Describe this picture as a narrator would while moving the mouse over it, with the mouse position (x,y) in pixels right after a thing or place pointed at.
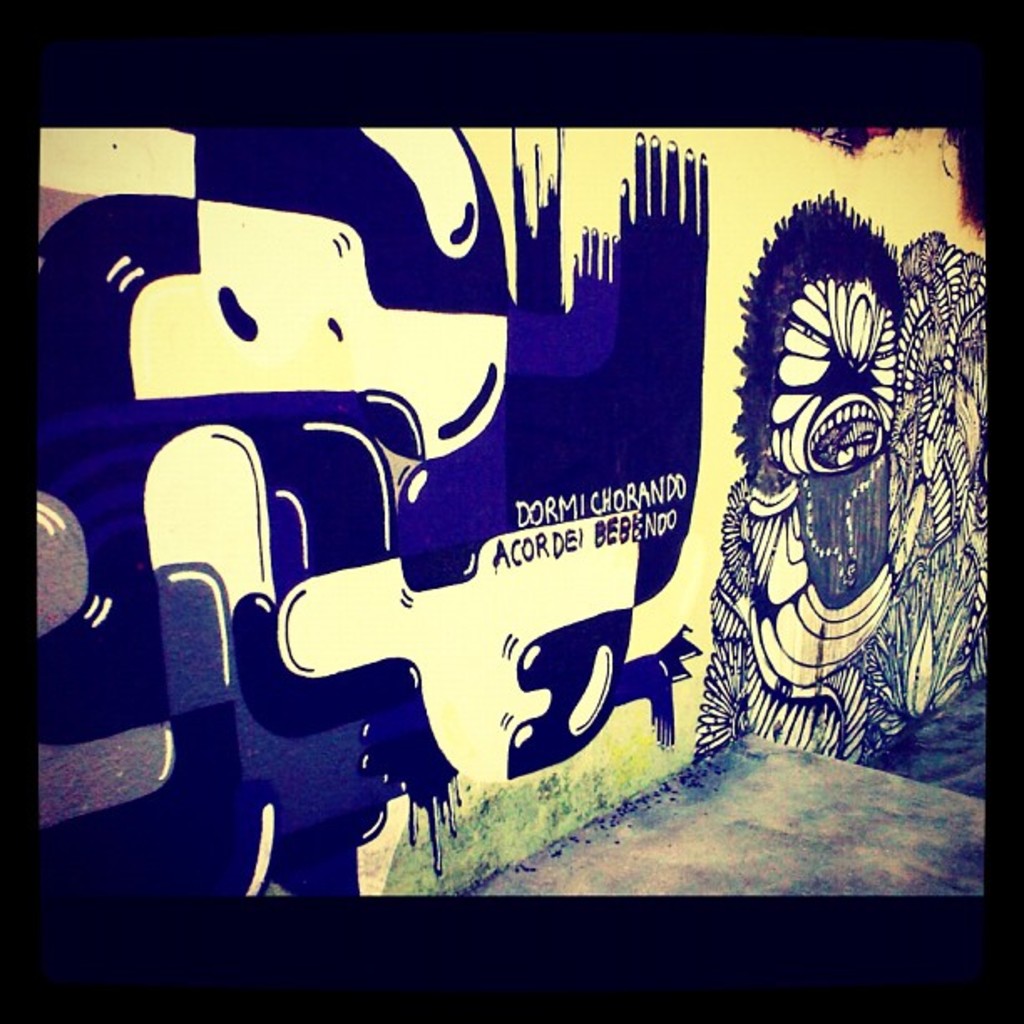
In this image there is a wall (377,685) having some painting (466,560) of few images (752,528) and some text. Bottom of the image (713,860) there is a floor (748,832).
